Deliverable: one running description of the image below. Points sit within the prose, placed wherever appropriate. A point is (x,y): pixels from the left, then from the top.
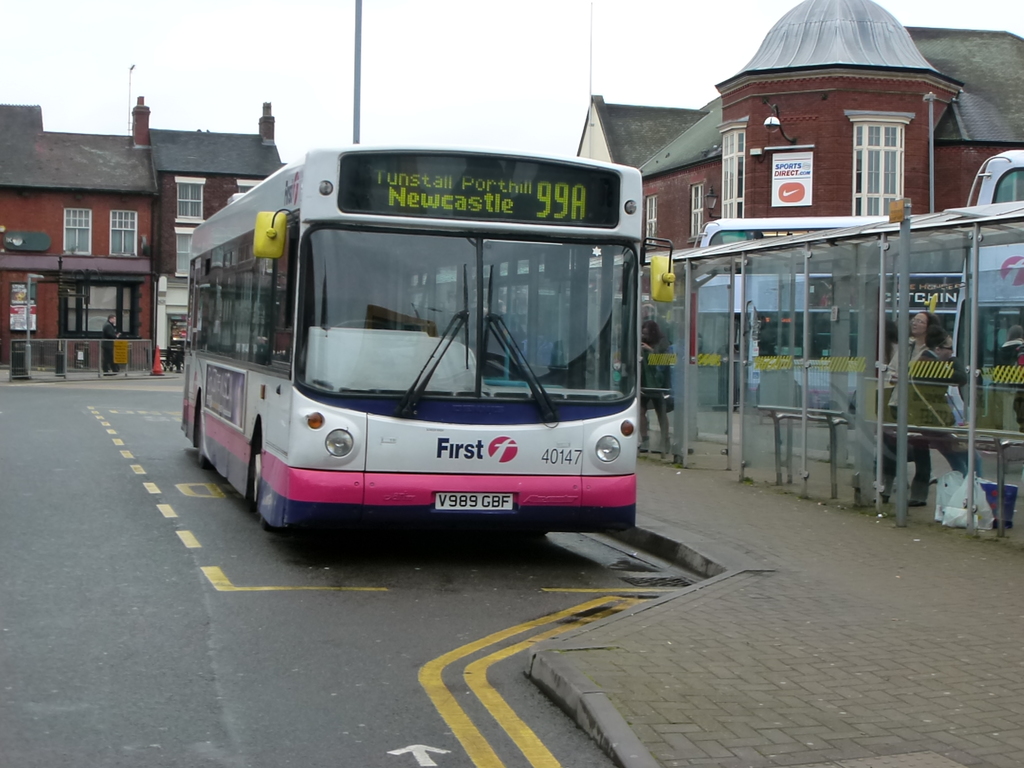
In this image we can see the bus (345,523) on the road (260,650). We can also see the bus bay (766,338) with glass doors (778,376) and also women (657,386). In the background (131,172) we can see the building (864,52), poles (976,278), text board (116,362) and also a person (112,346). Sky (209,91) is also visible. We can also see the path (878,677).
